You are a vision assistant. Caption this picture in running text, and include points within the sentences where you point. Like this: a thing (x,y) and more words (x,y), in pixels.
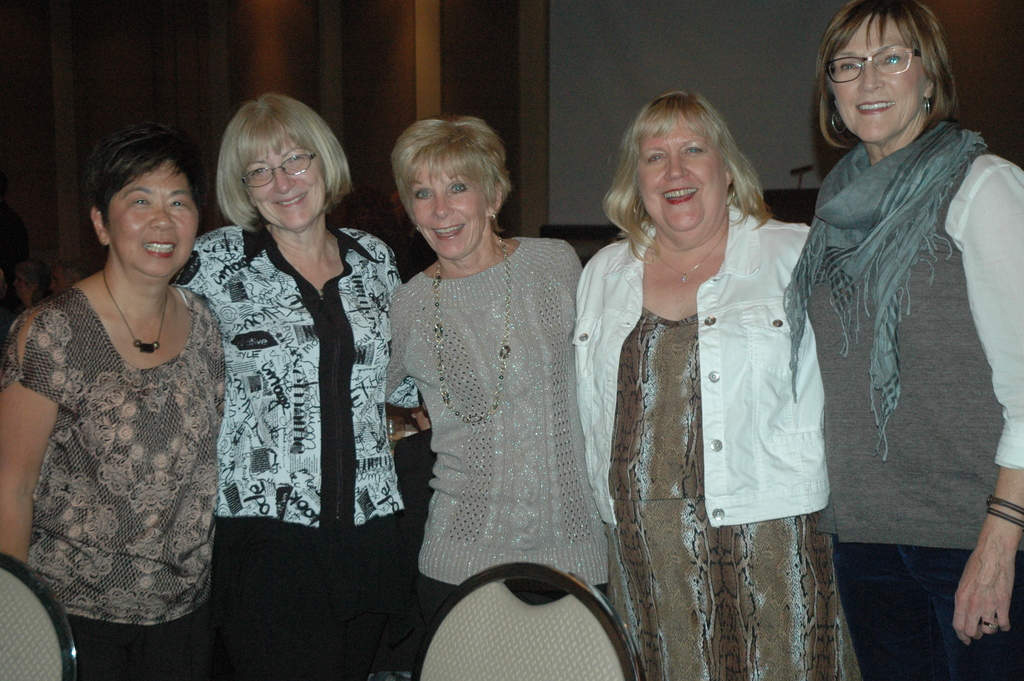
On the right (848,148) there is a woman (961,549) who is wearing spectacle (839,70), scarf (937,152), shirt (920,527) and trouser (924,615). She is standing near to the woman (622,261) who is wearing white jacket (735,403) and locket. On the left (164,414) there is another woman (151,419) who is standing near to the old woman (354,248) who is wearing spectacle (245,175). At the bottom (582,627) we can see the chairs (581,590). In the background (589,147) there is a projector screen (568,76) near to the wall (512,70).
